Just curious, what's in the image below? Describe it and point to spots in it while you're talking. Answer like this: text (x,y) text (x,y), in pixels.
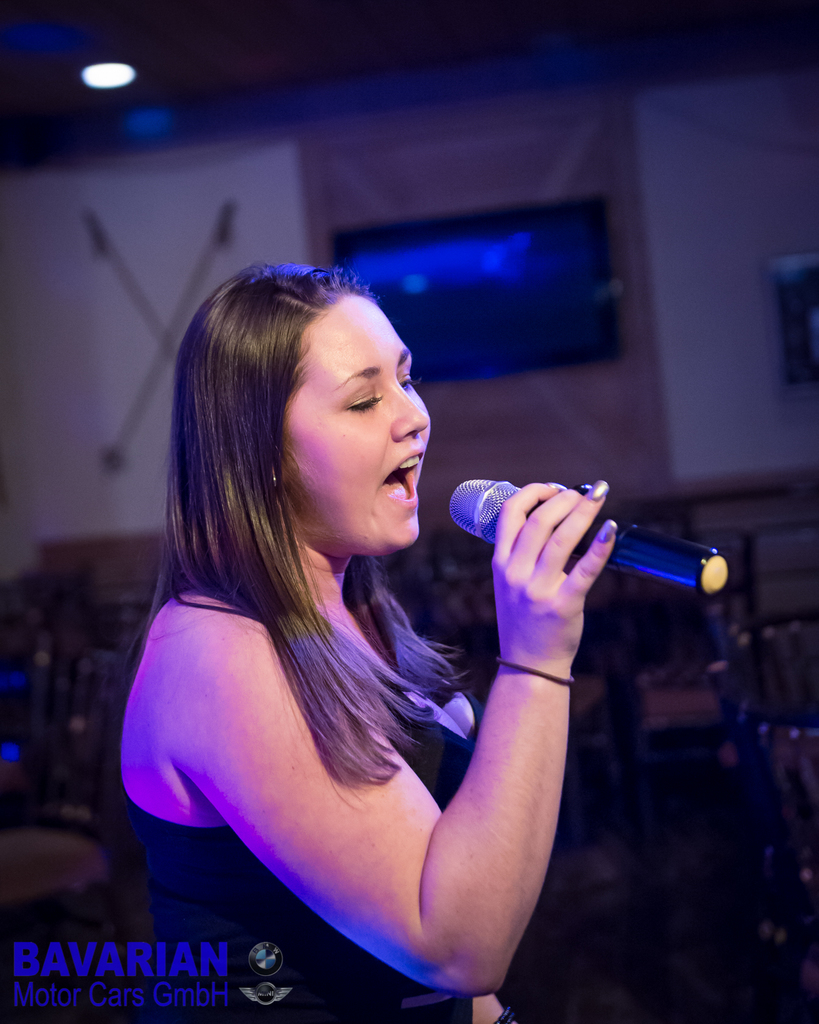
This is the woman (332,822) standing and singing a song. She is holding a mike (466,500). In the background (483,371), that looks like a frame (502,339), which is attached to the wall (443,180). At the bottom of the image (23,973), I can see the watermark (210,990) and logo (259,950).
